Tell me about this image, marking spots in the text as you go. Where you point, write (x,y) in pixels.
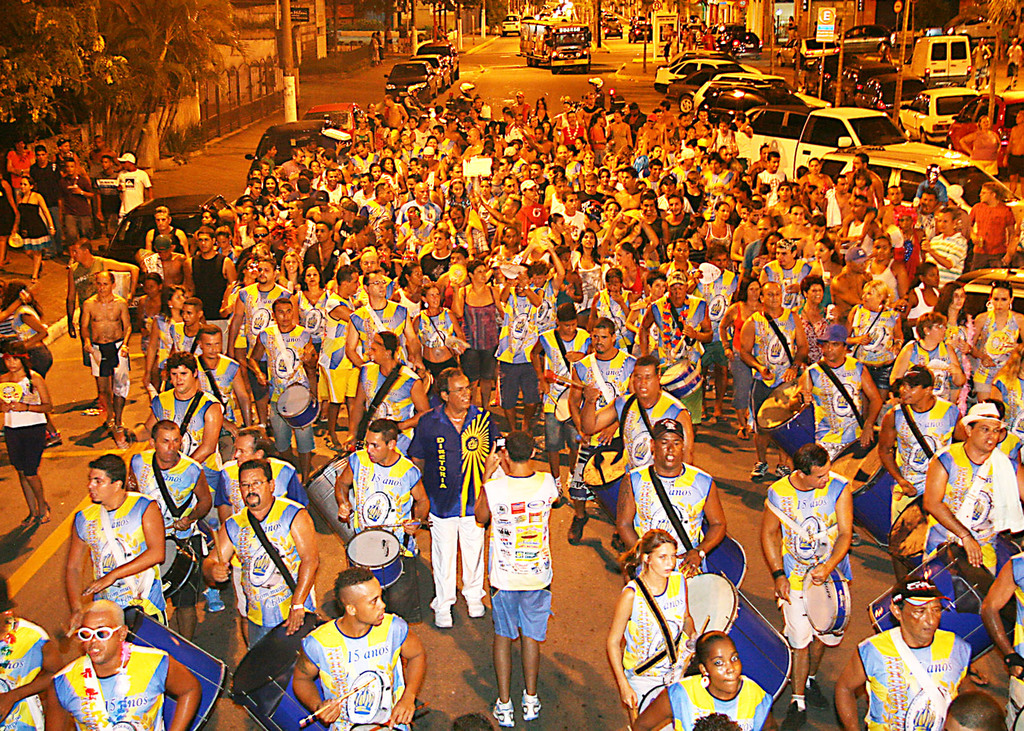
In this picture we can see many people (6,694) on the path (359,75). There are few vehicles (924,107), poles (992,87) and buildings (251,4) in the background (989,114).
